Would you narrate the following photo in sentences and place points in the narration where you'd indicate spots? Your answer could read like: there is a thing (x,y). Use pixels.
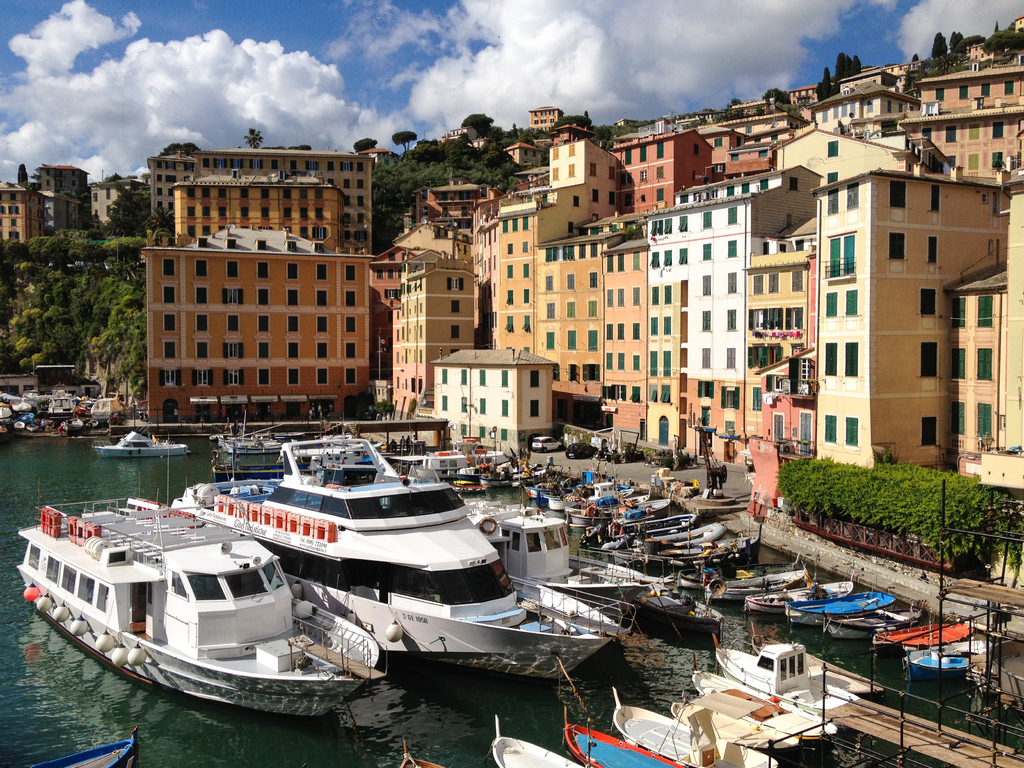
In this picture we can see few boats (557,652) on the water (511,695), beside to the boats (712,581) we can find few metal rods (980,534), shrubs (794,495) and buildings (612,345), and also we can see few trees (115,268) and clouds (230,122).
